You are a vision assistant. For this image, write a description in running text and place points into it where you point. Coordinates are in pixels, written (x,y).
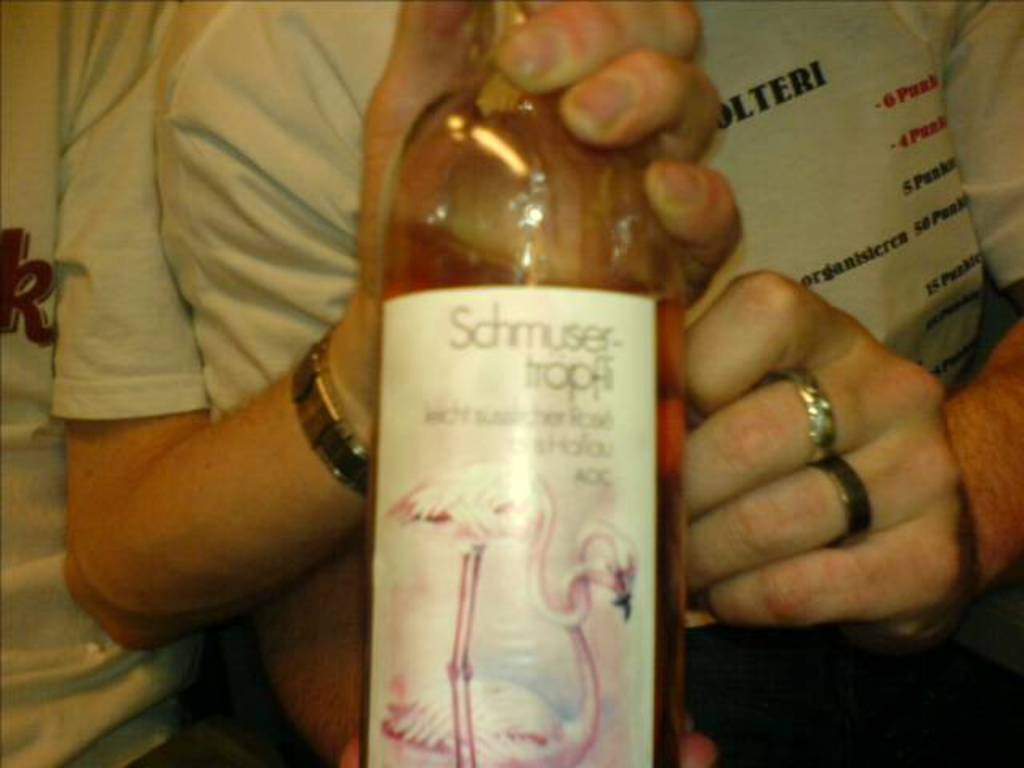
in the picture we can see two persons (614,145) are standing together in which one person (346,365) is holding a bottle (663,355) in his hand (726,364).
